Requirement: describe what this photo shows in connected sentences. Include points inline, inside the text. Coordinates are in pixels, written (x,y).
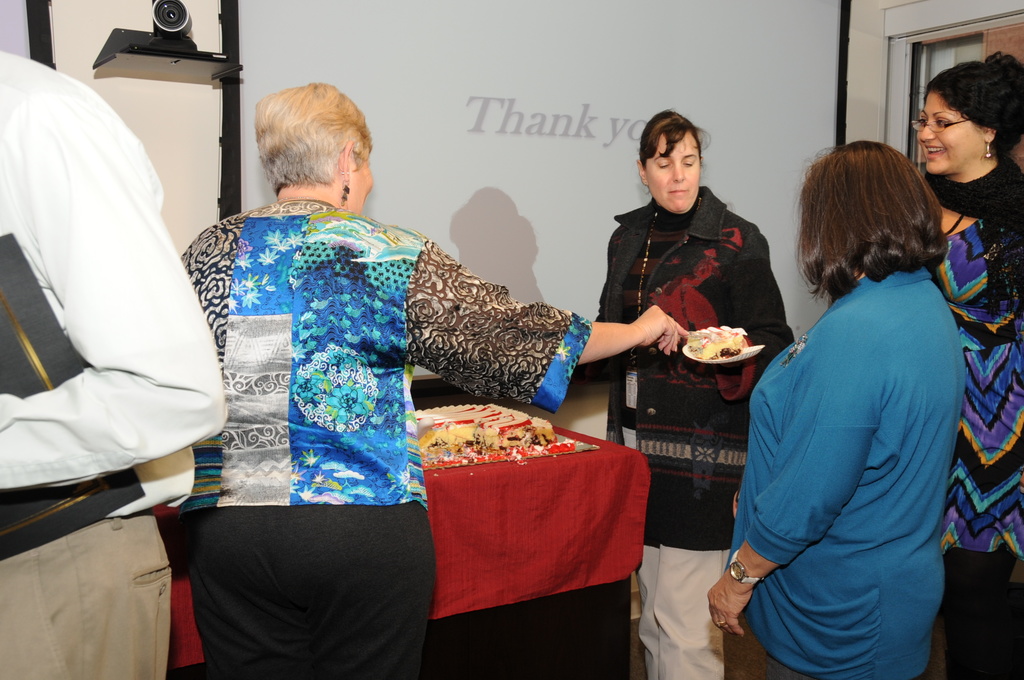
In this image, we can see persons (830,258) wearing clothes (498,340) and standing in front of the screen (522,158). There is a table (522,494) at the bottom of the image (526,521) contains a cake (458,435). There is a person (697,229) in the middle of the image (667,283) holding a cake (723,342) with her hand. There is a camera (178,33) in the top left of the image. There is an another person (140,196) on the left side of the image (131,331).
